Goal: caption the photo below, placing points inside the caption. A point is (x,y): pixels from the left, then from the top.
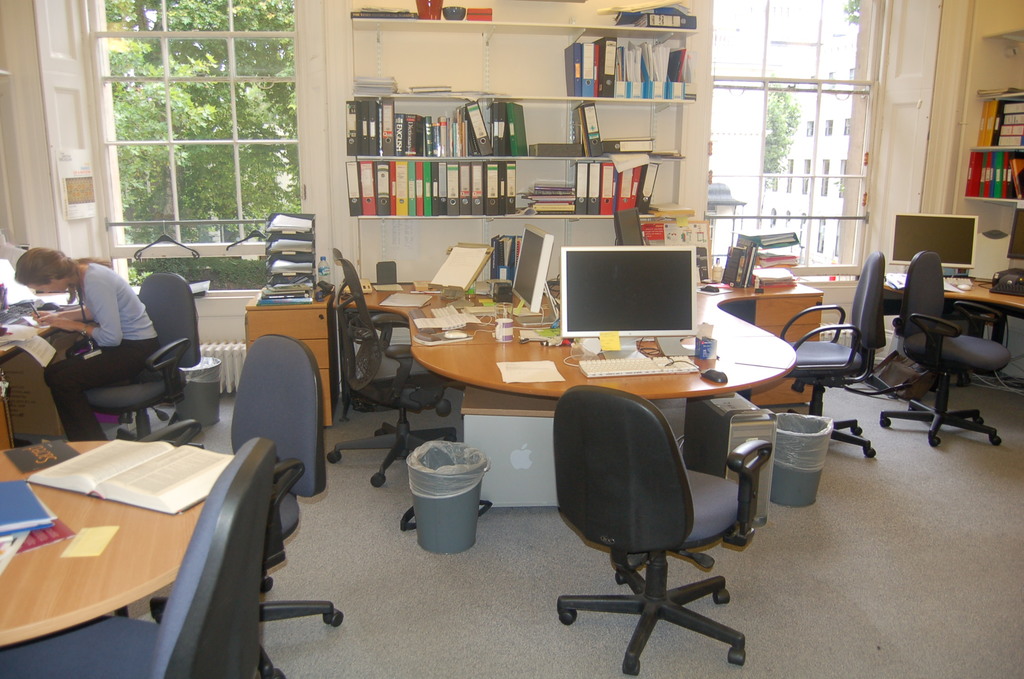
As we can see in the image there is a wall (431,80), windows (177,133), shelves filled with books (685,23), a person (102,322) sitting on chair (108,408) and there are tables (3,583) and chairs (246,539). On tables (465,353) there are papers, books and monitors (903,226) and there are three dustbins (454,499). Outside the windows (223,128) there are trees (768,143) and buildings (796,143).
